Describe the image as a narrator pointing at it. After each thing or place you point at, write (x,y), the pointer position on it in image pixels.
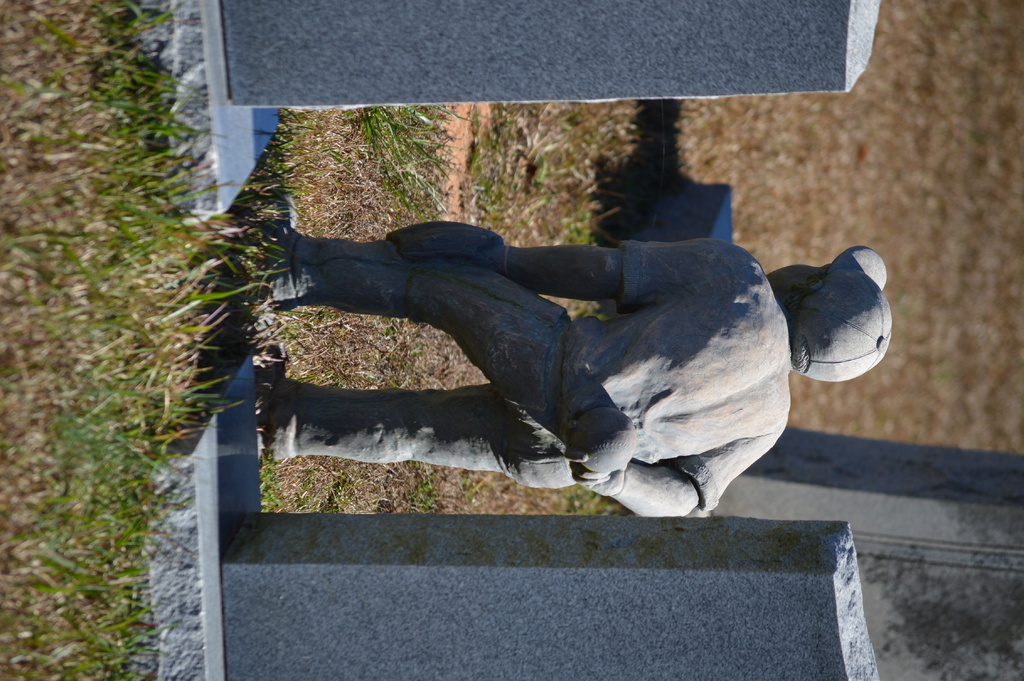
Here we can see a statue (733,417) and there are stones (403,651). This is grass (74,358).
